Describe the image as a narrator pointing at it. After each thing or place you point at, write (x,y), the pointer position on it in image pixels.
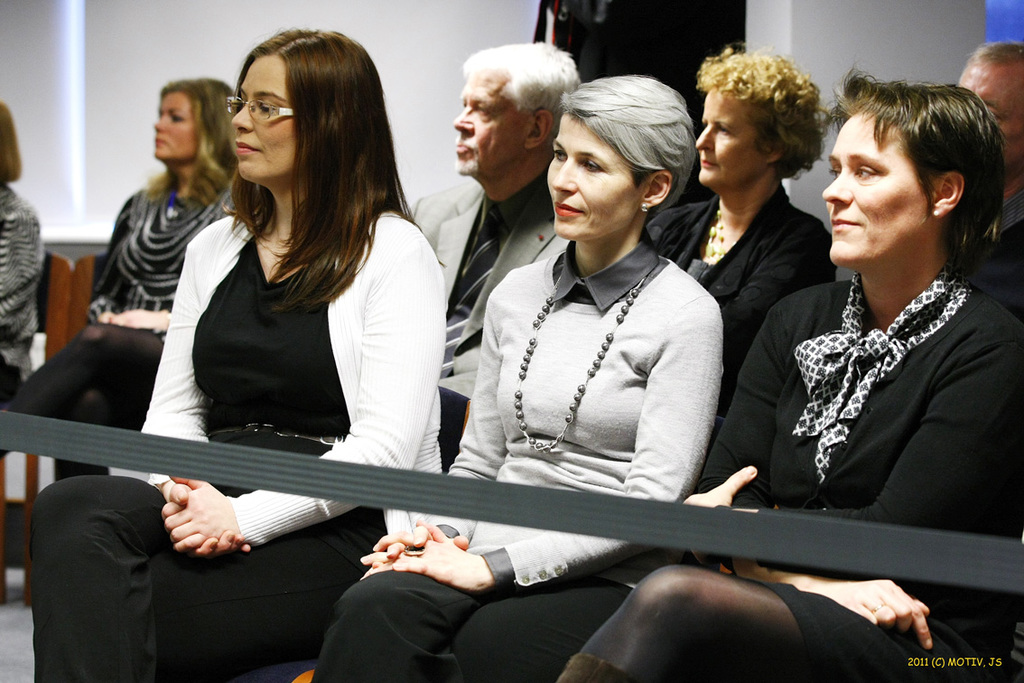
In this image we can see these people (588,371) are sitting on the chairs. Here we can see the rope (938,550). In the background (953,66), we can see the white color wall (937,46).
